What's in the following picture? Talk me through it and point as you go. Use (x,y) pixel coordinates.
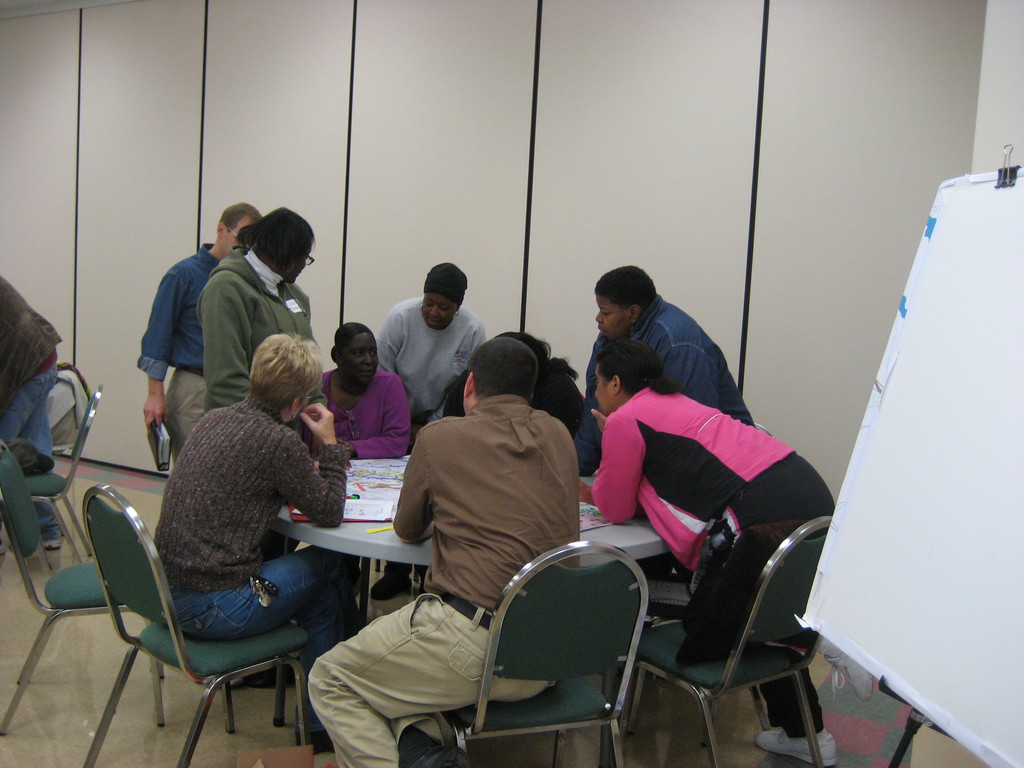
In this image In the middle (354,500) there is a table (342,536) on that there are many papers (377,499) around the table (371,541) there are many people (564,428). On the right (897,531) there is a white board (897,531) and woman (685,483) she wears pink jacket (709,470), trouser (769,522) and shoes (785,738). On the right (807,737) there is a chair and bag (723,628). On the left (46,488) there are chairs (51,502).
